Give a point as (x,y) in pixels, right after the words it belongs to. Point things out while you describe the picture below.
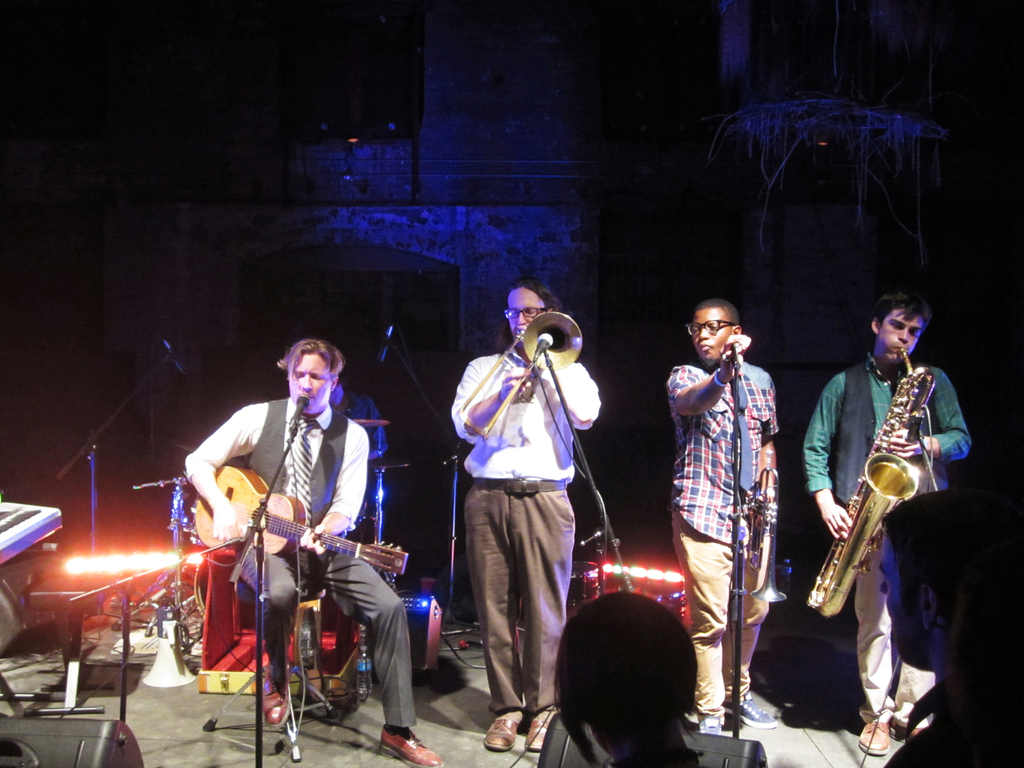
In the middle of the image (546,301) few persons (703,311) are playing some musical instruments (198,513). Bottom right side of the image (972,515) few persons (1023,761) are standing. Bottom left side of the image (6,523) there are some musical instruments (10,540). In the middle of the image (550,336) there is a microphone (545,341).
